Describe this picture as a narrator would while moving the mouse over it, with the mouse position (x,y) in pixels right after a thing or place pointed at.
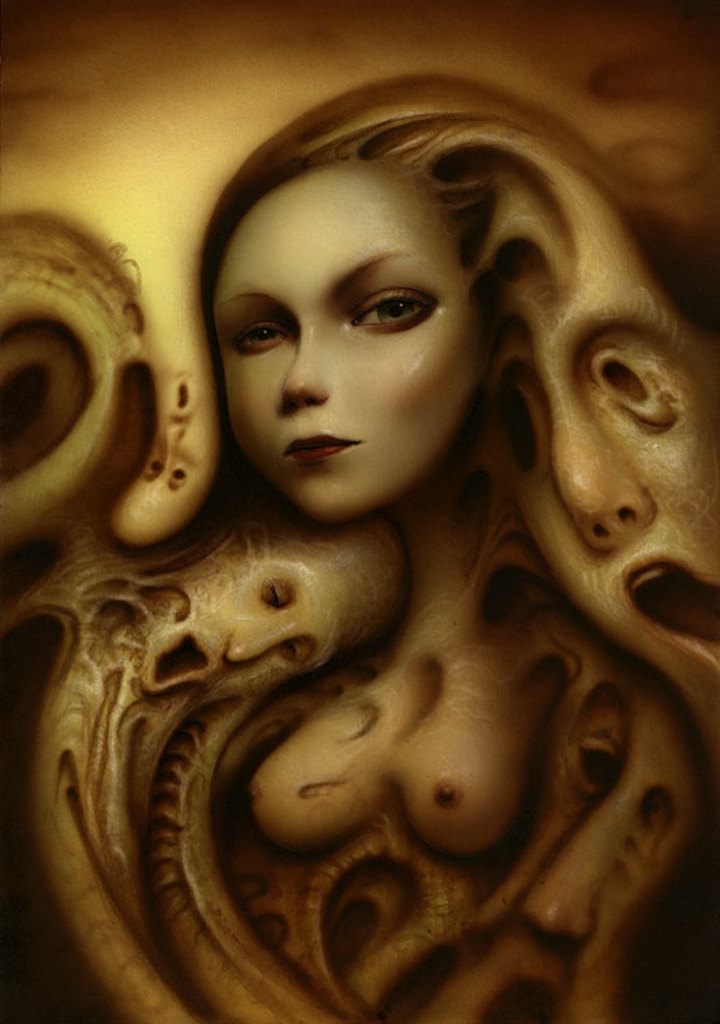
In this picture we can see painting (297,741) of a woman (463,528) and faces (719,467) of people (176,604).
